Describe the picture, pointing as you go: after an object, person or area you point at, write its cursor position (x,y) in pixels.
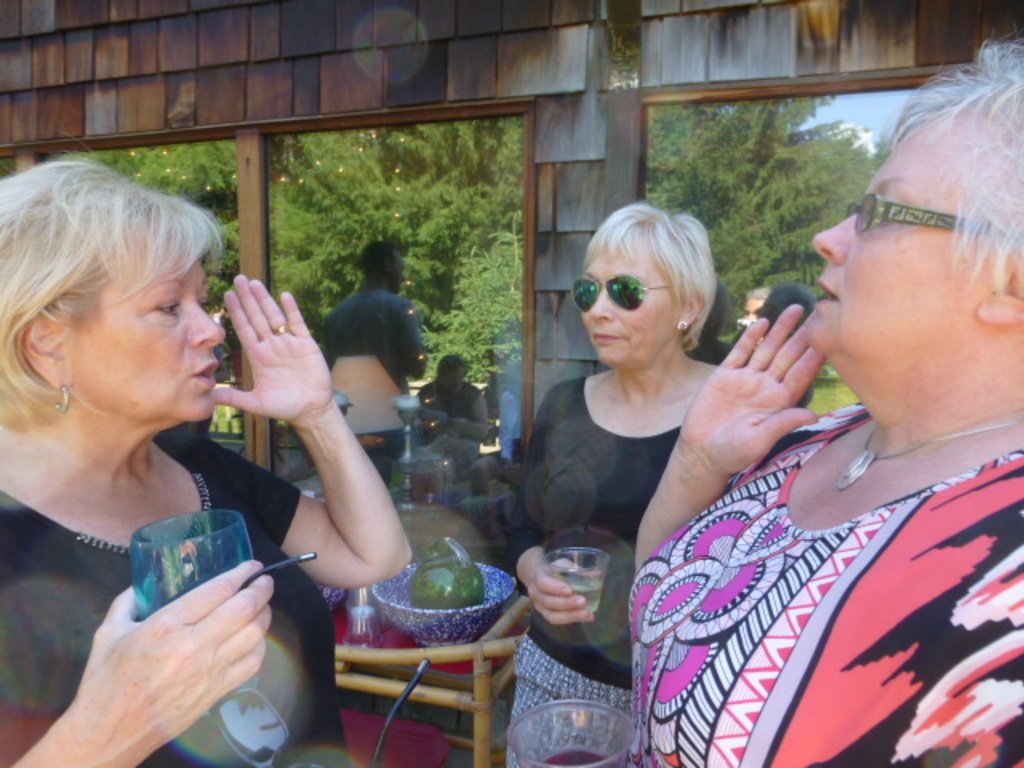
In this image I can see the group of people (784,364) with different color dresses (517,532). I can see few people (665,327) are wearing the specs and goggles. And two people (565,645) are holding the glasses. In the back (434,617) can see the bowl (436,630) and glass (364,645) on the chair (385,659). In the background (461,180) I can see many trees (457,163) and the sky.
